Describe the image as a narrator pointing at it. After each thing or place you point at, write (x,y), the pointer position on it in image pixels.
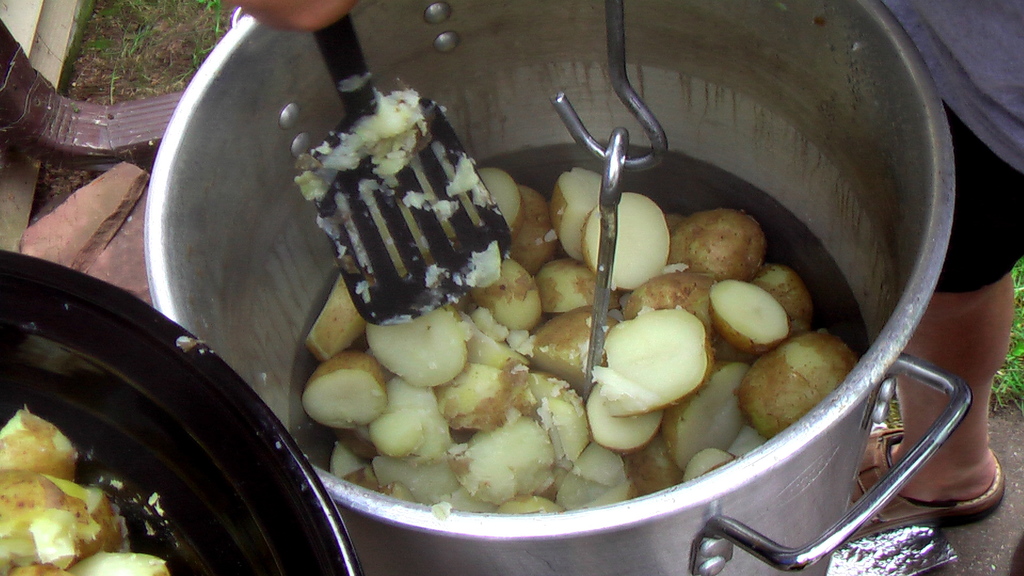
In this picture we can see many potatoes (671,398). In the background (1002,507) we can see a man (1017,258) who is a wearing t-shirt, shorts (1023,168) and sandal (954,502). He is holding this spatula (446,281). In that bowl (863,158) we can see potatoes (677,241) and the water (668,201). In the top left corner (24,15) we can see the wooden wall (17,23) and the grass (117,59). In the bottom left corner (248,490) we can see black bucket (225,447) and some potatoes (109,540).
